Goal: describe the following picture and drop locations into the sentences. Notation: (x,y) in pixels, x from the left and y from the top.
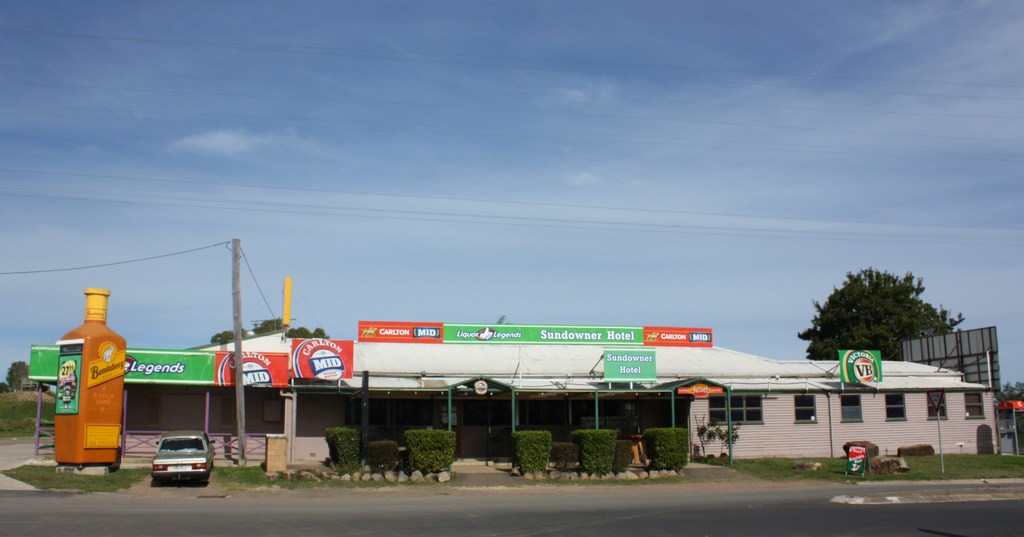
This is an outside view. At the bottom (395,504), I can see the road (296,502). In the middle of the image (404,345) there is a shed (588,400). In front of the shed (496,411) there are few plants (683,459), poles (241,436) and a car (160,453). At the top of this shed (384,358) there are few boards (300,356) on which I can see the text (329,363). In the background (824,333) there are trees (865,297). At the top of the image (494,128) I can see the sky (173,179).
